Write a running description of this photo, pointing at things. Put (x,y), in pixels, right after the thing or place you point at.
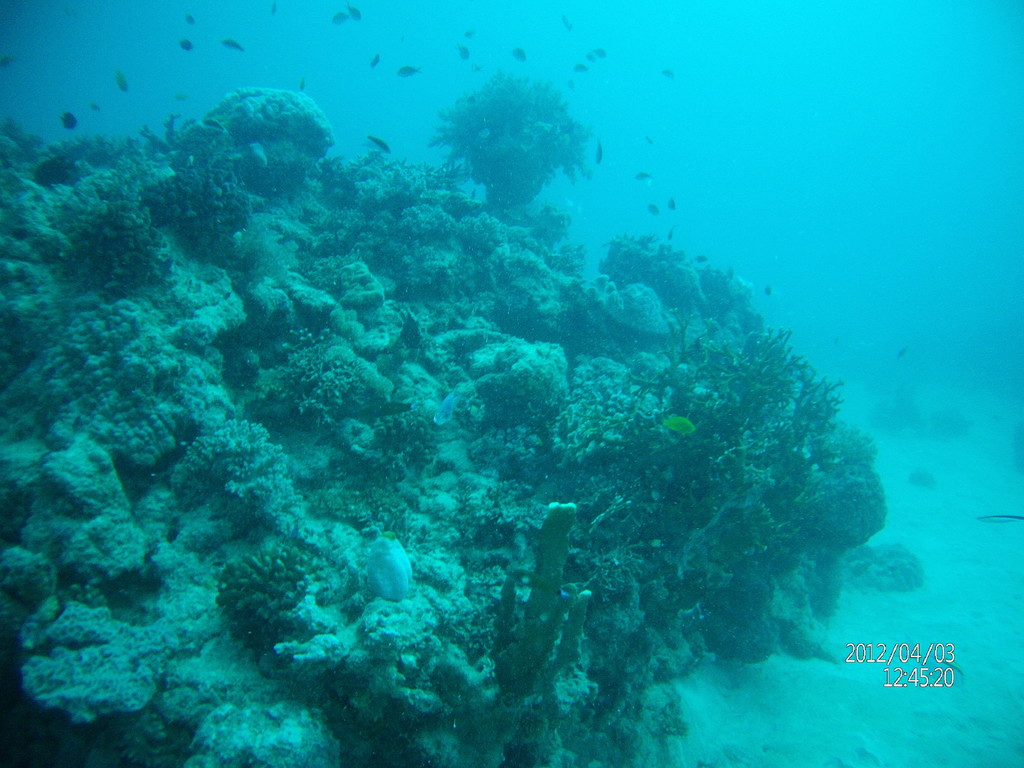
In this image we can see under water plants (574,385) and fishes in the water (754,87) and at the bottom (937,653) on the right side (938,646) we can see date (911,659) and time (894,669) on the image.
